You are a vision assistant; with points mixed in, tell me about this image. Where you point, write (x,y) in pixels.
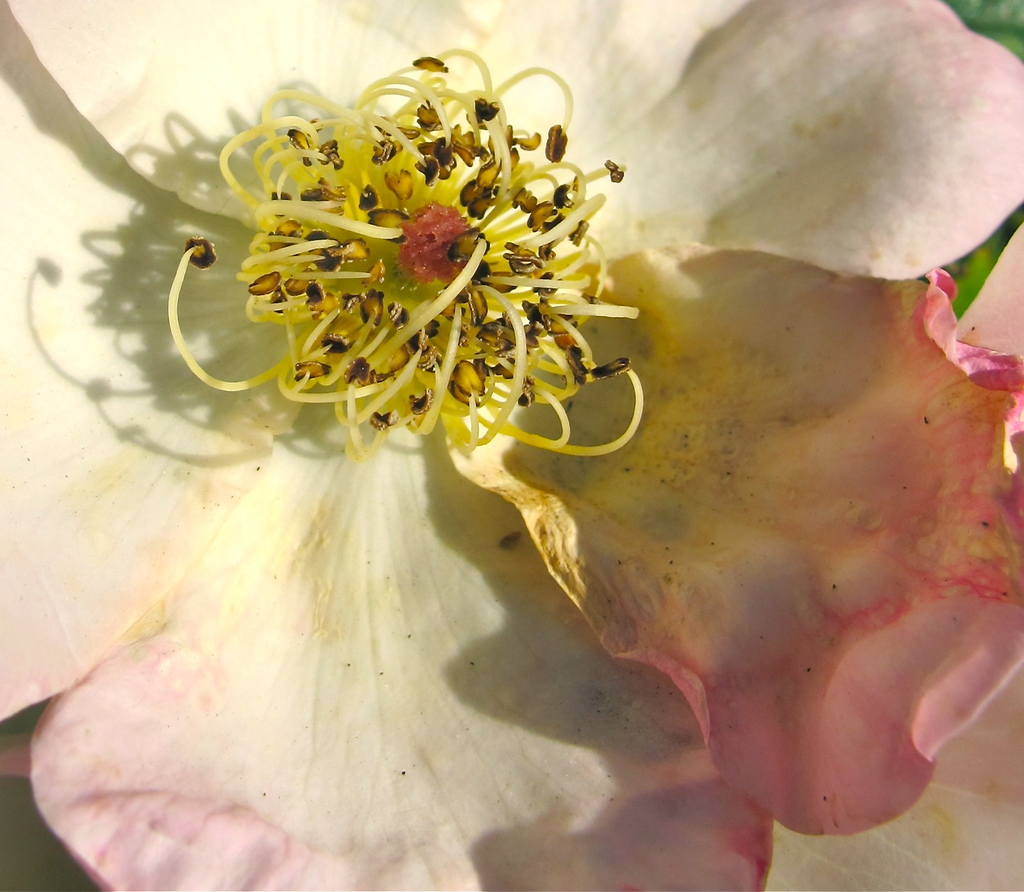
This picture contains a flower (454,651). This flower (436,573) is in white and pink color.
